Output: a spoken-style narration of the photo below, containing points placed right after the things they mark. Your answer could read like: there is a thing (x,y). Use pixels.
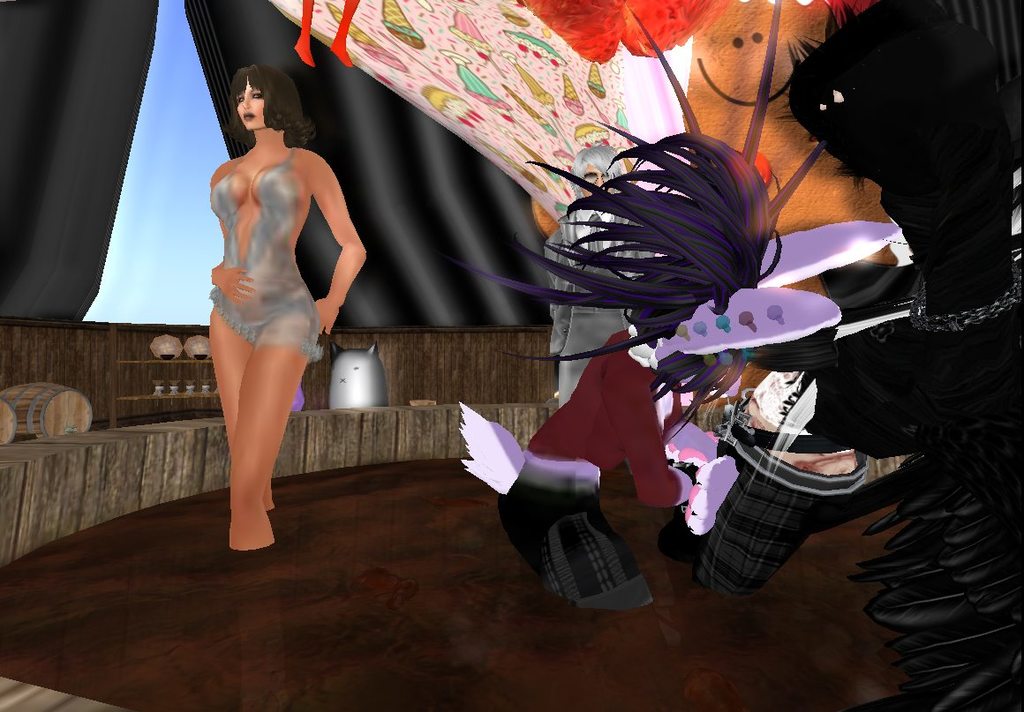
This is an animated image, in this picture there are people (625,433) and we can see barrel (53,391), curtains (11,315) and objects (497,154). In the background of the image (204,194) we can see the sky (205,210).
